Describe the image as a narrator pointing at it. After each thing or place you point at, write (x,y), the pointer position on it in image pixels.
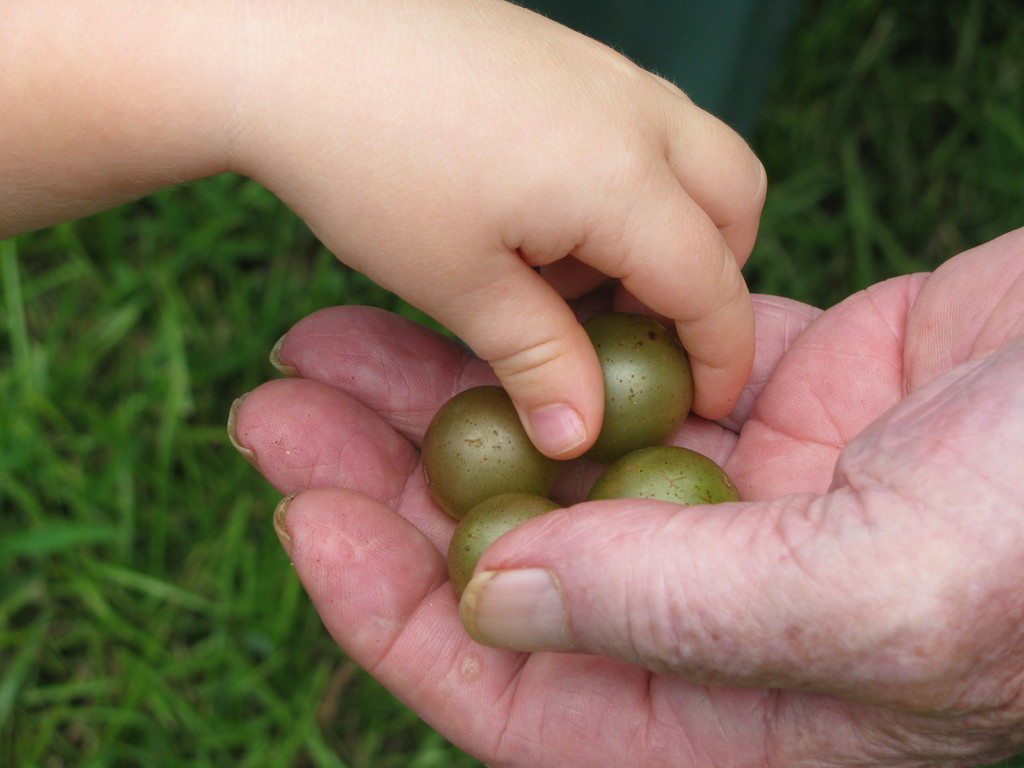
In this picture, we can see a person (546,204) is holding some green color object (647,388). On the right side (764,343), we can see a person's hand (701,523) having few objects (540,509). Background (13,647) we can see grass (786,207). Top of the image (696,32), we can see an object (722,38).
